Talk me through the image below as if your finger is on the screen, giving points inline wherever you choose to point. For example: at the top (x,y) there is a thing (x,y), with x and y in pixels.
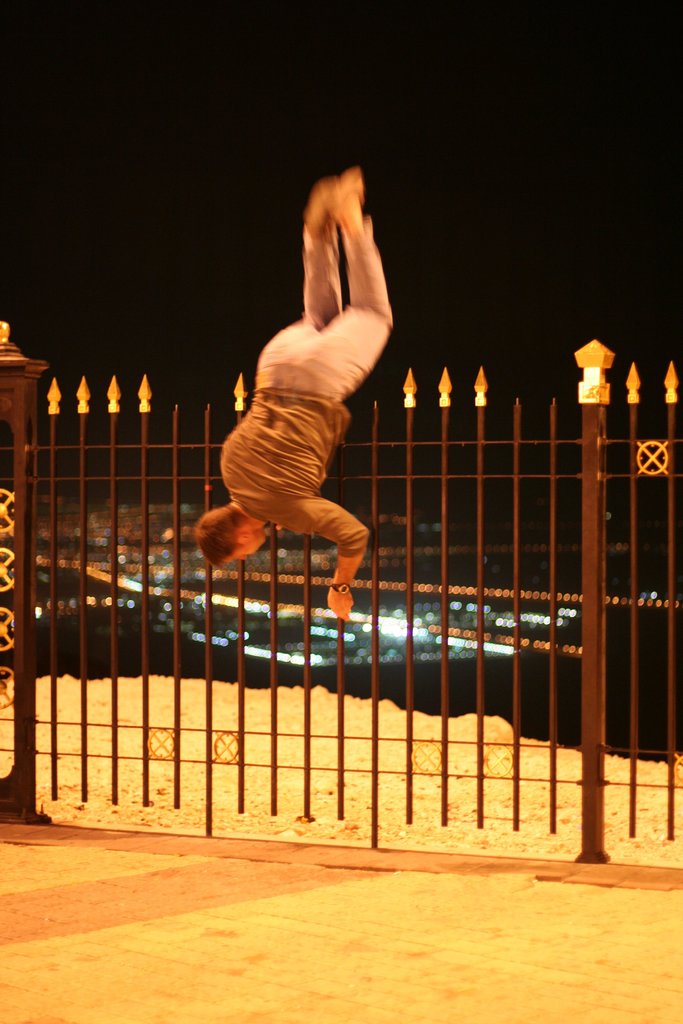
In the foreground of the image (355,900) we can see sand (291,737). In the middle of the image (274,612) we can see iron rods (585,753) and a man (329,511) is doing stunts. On the top of the image (199,165) we can see the darkness (303,139).
